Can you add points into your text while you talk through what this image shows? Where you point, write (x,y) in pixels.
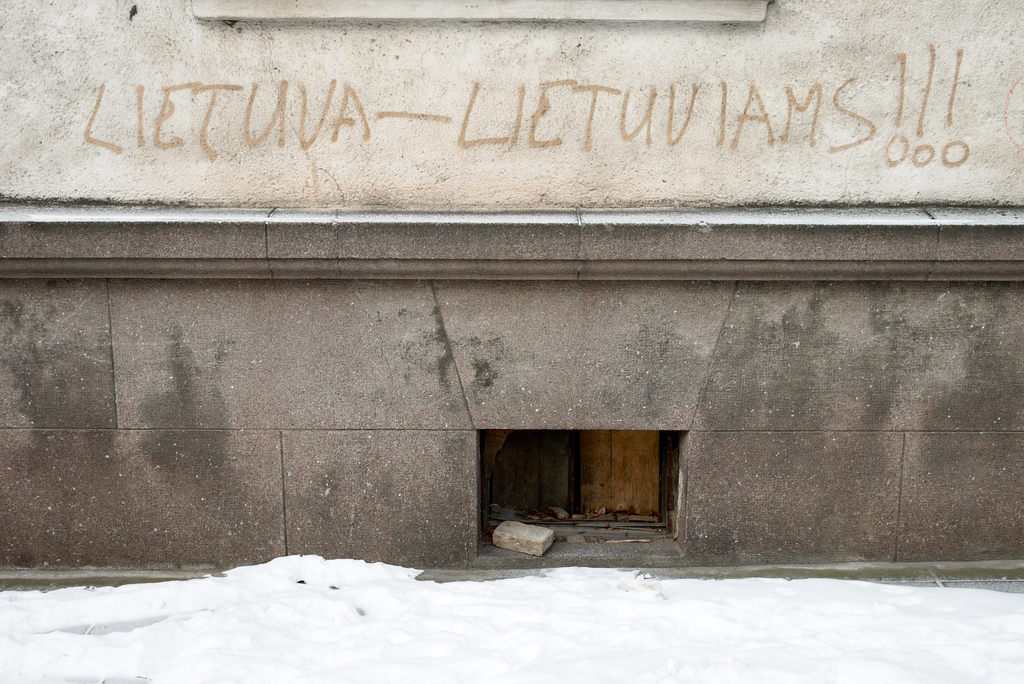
In this image we can see the wall (495,249), on the wall (371,160), there is some text (327,145), also we can see a stone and the snow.
